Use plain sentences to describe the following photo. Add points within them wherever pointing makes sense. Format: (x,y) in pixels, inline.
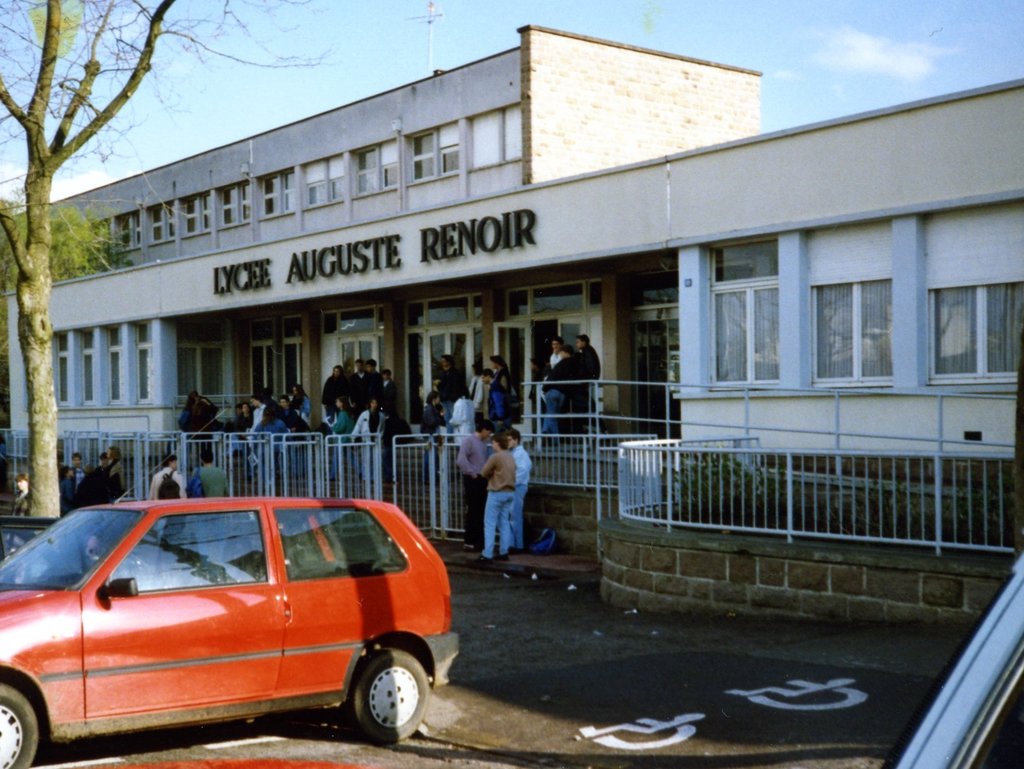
This is the red color car (71,666), which is parked. This looks like a tree (36,450). I can see groups of people (334,377) standing. These are the barricades (105,444). This is the building (173,331) with windows (766,353). I can see the name board (325,278) attached to the building wall (550,234).
